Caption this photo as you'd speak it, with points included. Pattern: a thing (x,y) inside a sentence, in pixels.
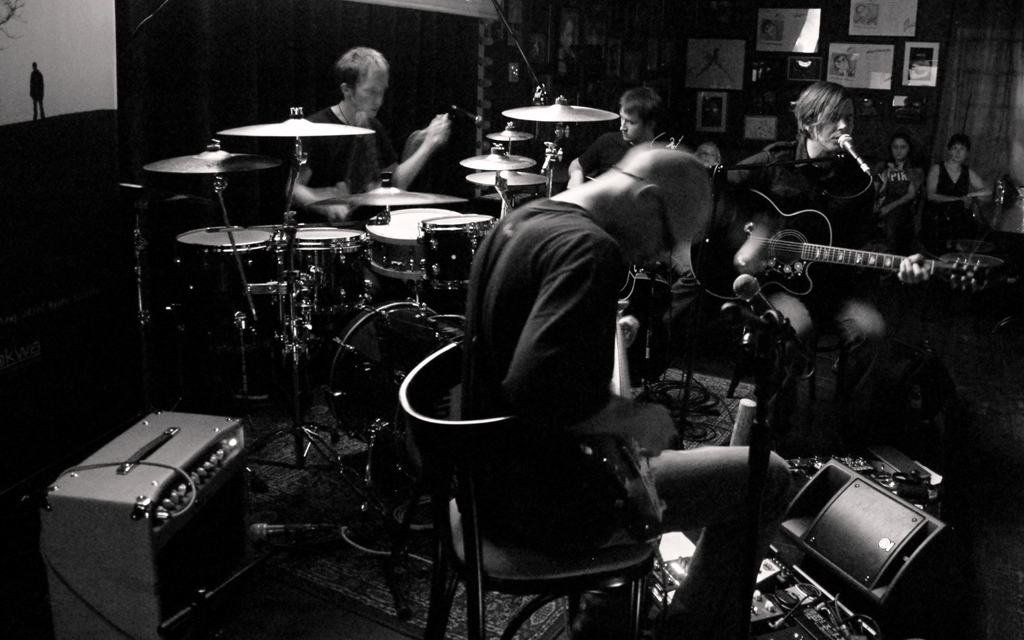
In this picture we can see four men (595,212) playing musical instruments (542,177) such as drums (361,195), guitar (747,270) and singing on mic (867,166) and in background (895,109) we can see two persons (911,177) looking at them, wall (644,57) with frames (833,55).
